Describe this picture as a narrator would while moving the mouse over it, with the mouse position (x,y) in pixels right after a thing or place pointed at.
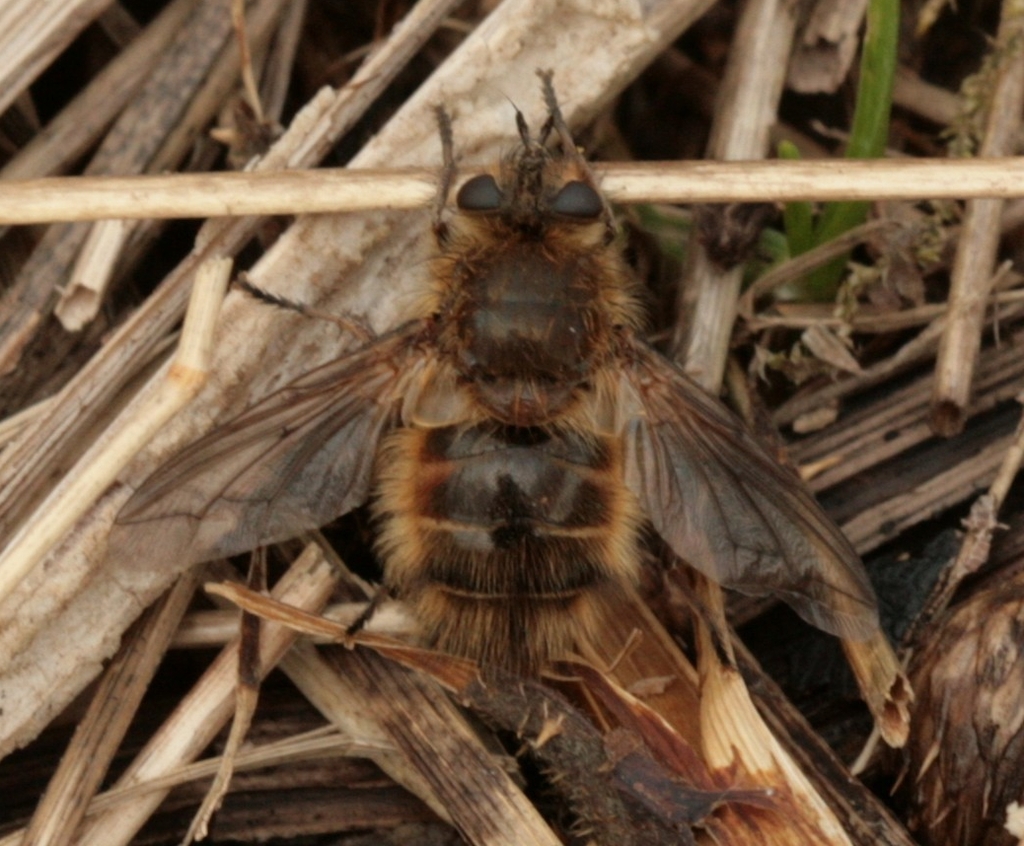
As we can see in the image there are dry plant sticks (107,344) and an insect (519,479).
